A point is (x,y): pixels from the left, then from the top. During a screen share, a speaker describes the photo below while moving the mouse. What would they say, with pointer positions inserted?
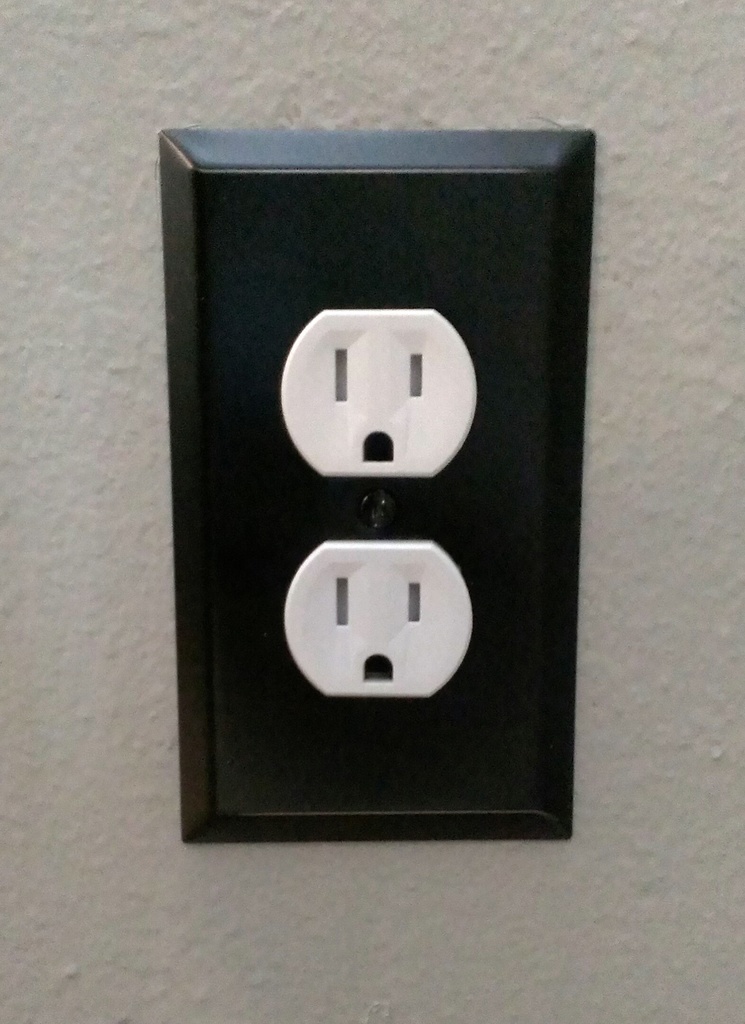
In this picture it looks like a switch board (586,151) on the wall (78,431).
